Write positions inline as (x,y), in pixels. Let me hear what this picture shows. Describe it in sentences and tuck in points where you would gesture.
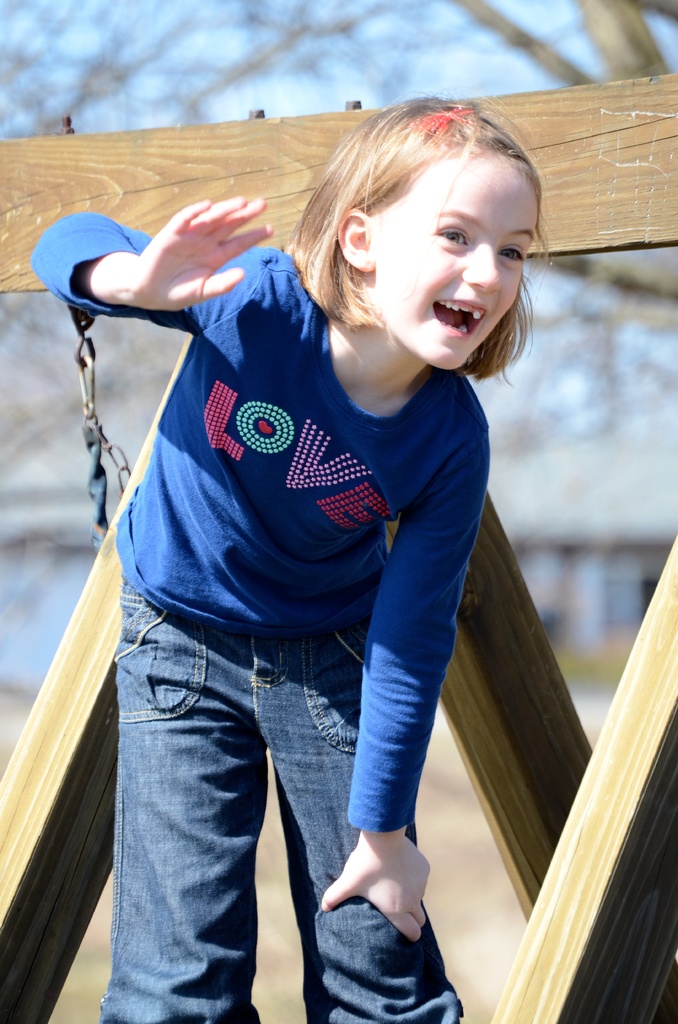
In this picture we can see a girl (301,473) wearing blue t-shirt (336,469) and jeans (342,629). She is smiling. Here we can see wood (568,135) and a chain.
